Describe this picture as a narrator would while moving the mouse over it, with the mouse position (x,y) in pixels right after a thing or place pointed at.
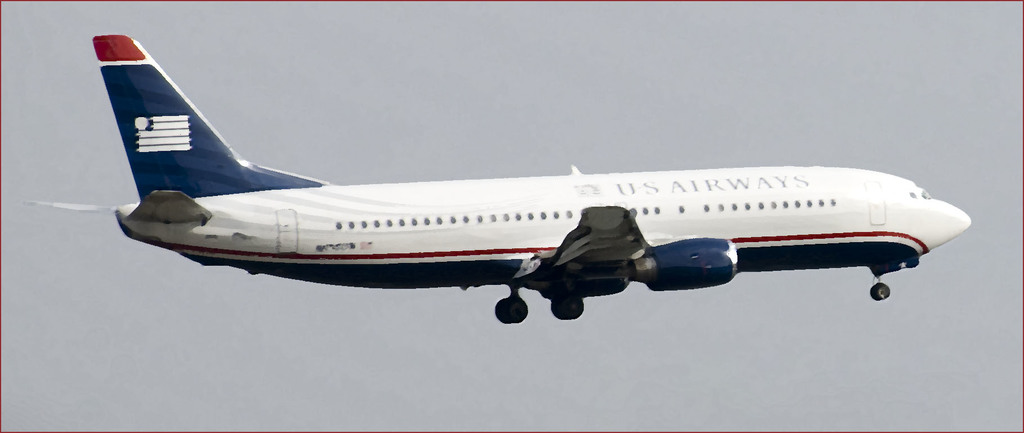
In this image there is an airplane (516,232) flying in the air (523,99). There is text (710,181) on the walls (668,184) of the airplane (668,184). In the background (587,64) there is the sky (564,373).
